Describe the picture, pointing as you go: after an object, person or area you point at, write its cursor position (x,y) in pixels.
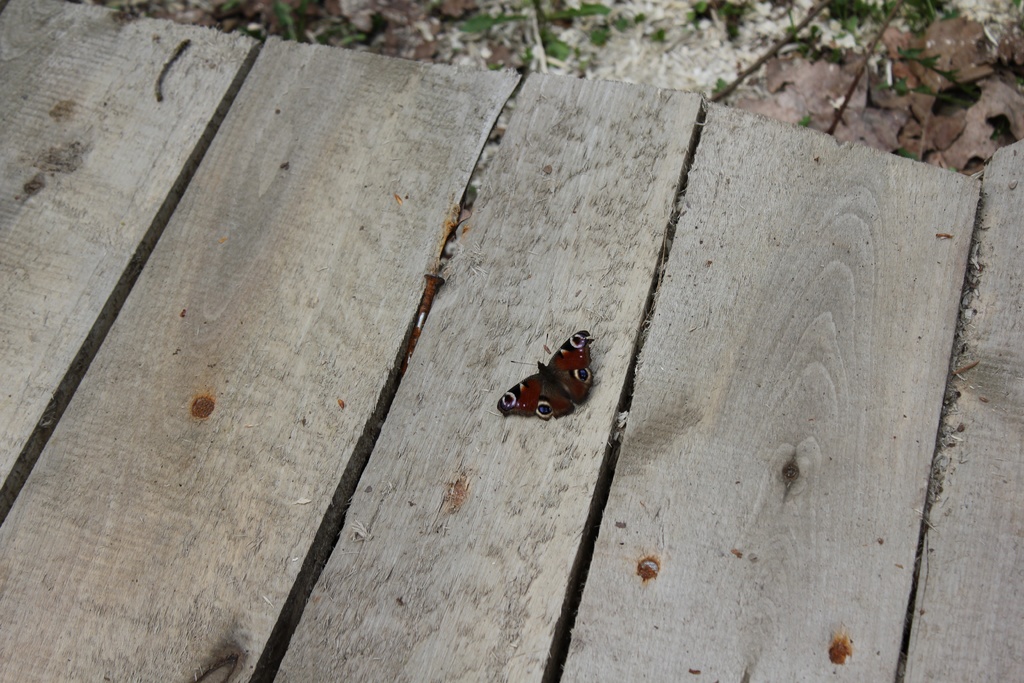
In this picture there is a butterfly (579,376) on the wooden deck (642,461) and there are nails (404,364) on the deck (395,309). At the back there is a plant (903,82).
